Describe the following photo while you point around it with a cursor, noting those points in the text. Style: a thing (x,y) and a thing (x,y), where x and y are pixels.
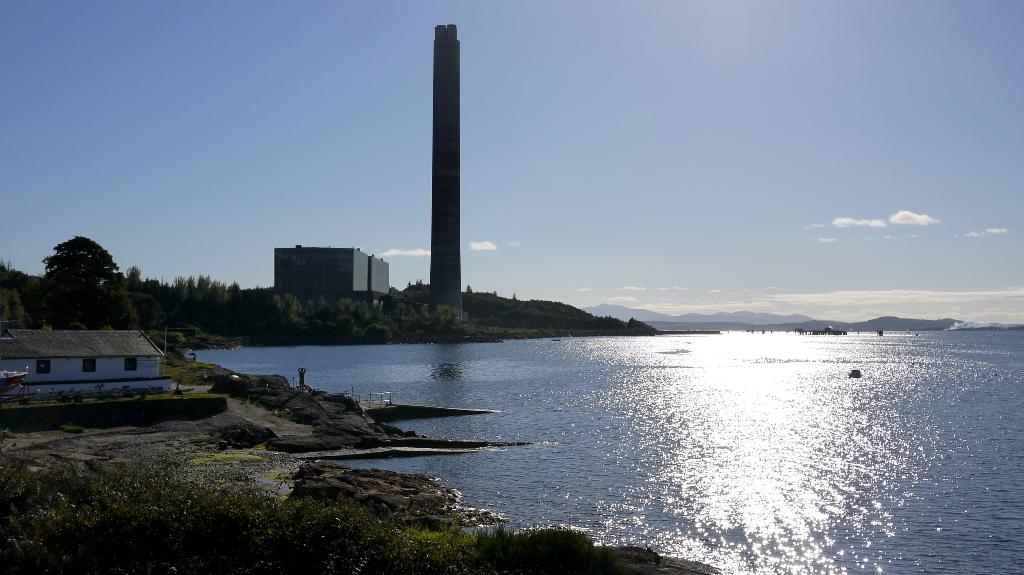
In the background (163,104) we can see clouds (844,296) in the sky (568,124). In this picture we can see a building (379,285), house (140,381), hills (480,314), tower (447,62), plants (190,320), windows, objects (17,378) and water (834,437).
